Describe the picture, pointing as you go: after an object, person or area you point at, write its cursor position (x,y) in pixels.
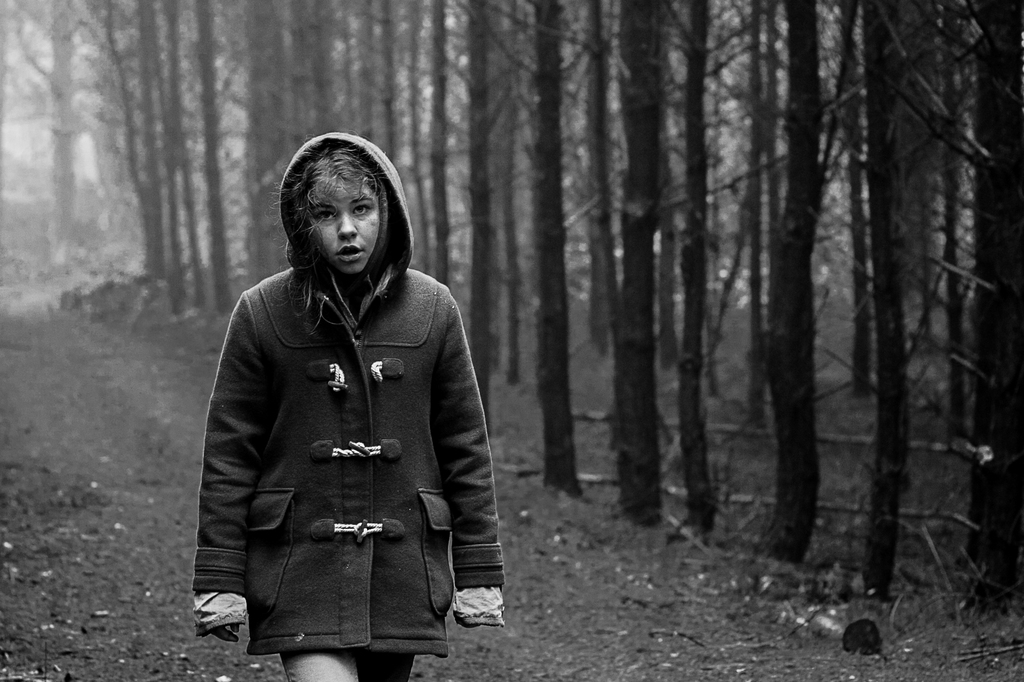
This image consists of a woman (376,465) walking. She is wearing a black coat (345,426). On the right (766,368), there are trees (702,322). At the bottom (570,610), there is a ground (552,645).
